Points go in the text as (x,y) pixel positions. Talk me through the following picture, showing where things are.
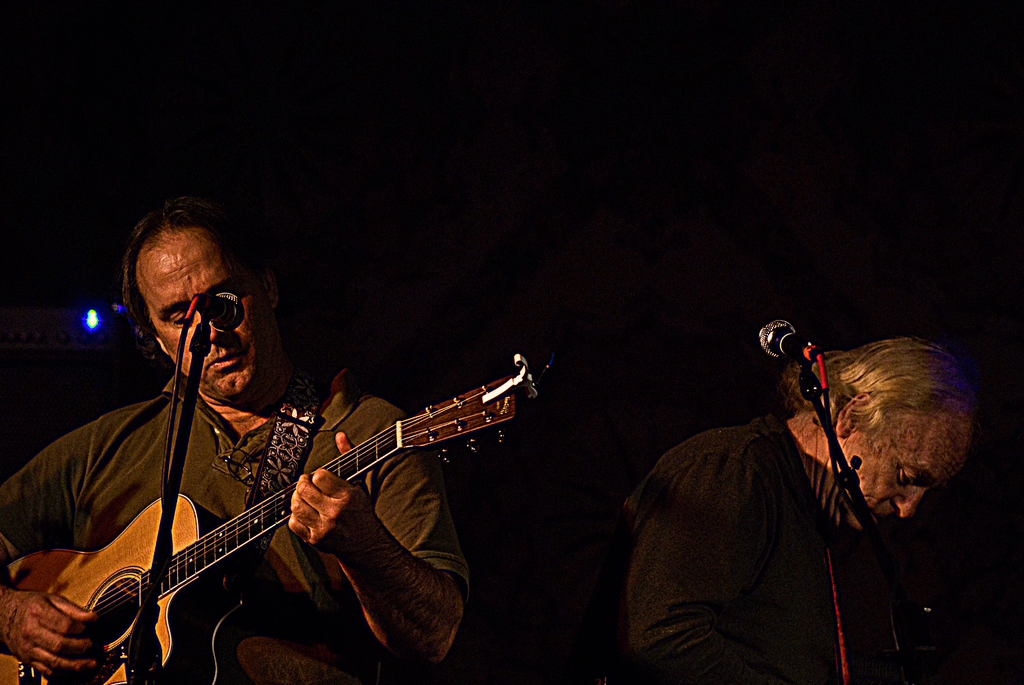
There are two persons (399,505) one is playing a guitar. He is standing he is playing a guitar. There is a microphone (813,356).
